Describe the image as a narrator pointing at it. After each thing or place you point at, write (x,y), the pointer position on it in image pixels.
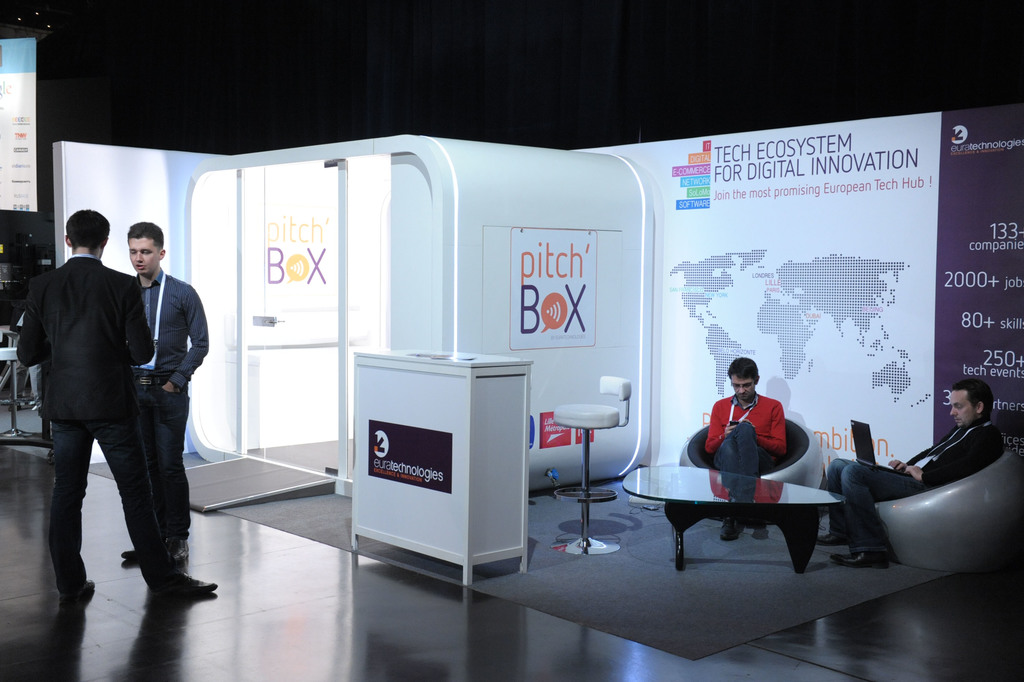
In this image we can see two persons (141,370) are standing on the floor (266,666), there are two persons (856,527) sitting on the chairs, in front (691,512) here is the table (634,490), at back (578,152) there is hoarding (815,270), here is the door (255,303).
